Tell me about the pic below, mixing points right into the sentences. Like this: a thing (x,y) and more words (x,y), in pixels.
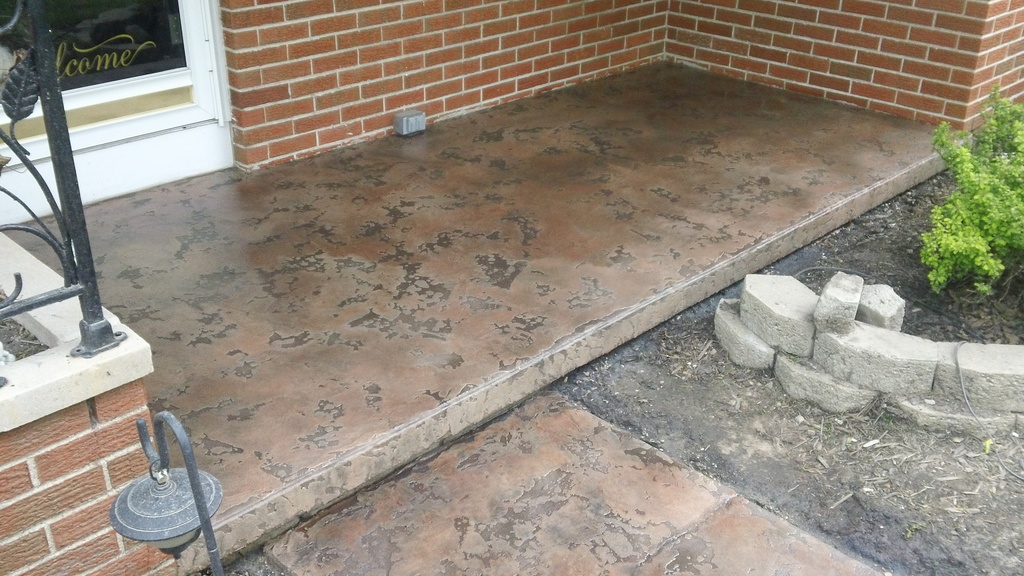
In this picture we can see few metal rods (28,168) and some text (131,67) on the glass (142,42), on the right side of the image (999,185) we can see bricks (951,367) and a plant (976,209).
